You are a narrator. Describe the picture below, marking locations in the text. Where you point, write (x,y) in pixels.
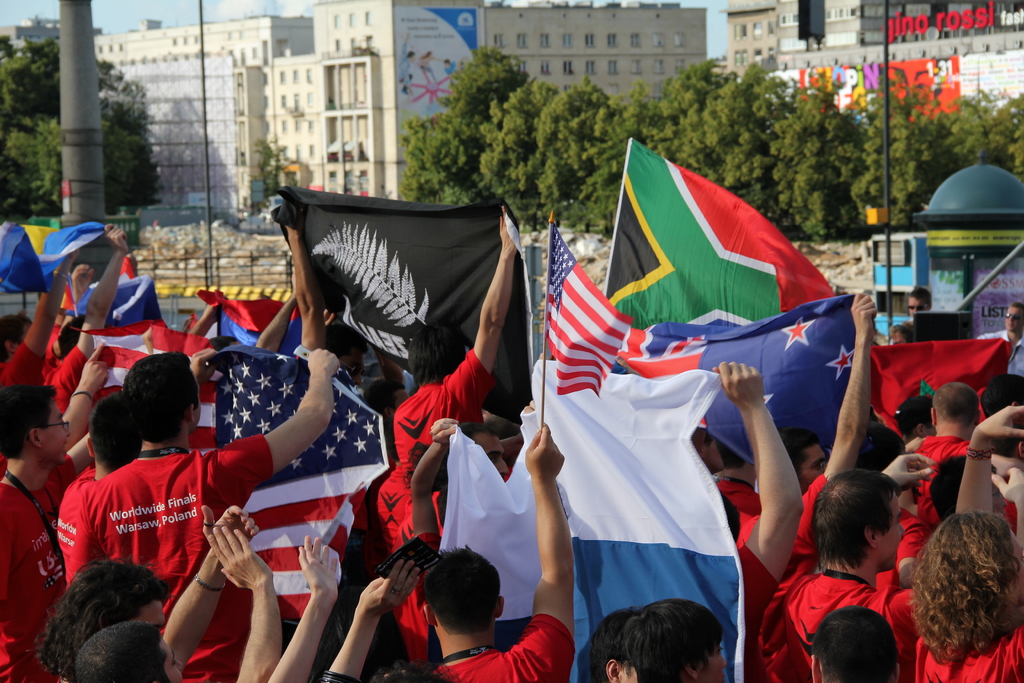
In this image there are so many group of people (372,487) holding different flags (426,292), in front of them there are trees (786,160) and buildings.
